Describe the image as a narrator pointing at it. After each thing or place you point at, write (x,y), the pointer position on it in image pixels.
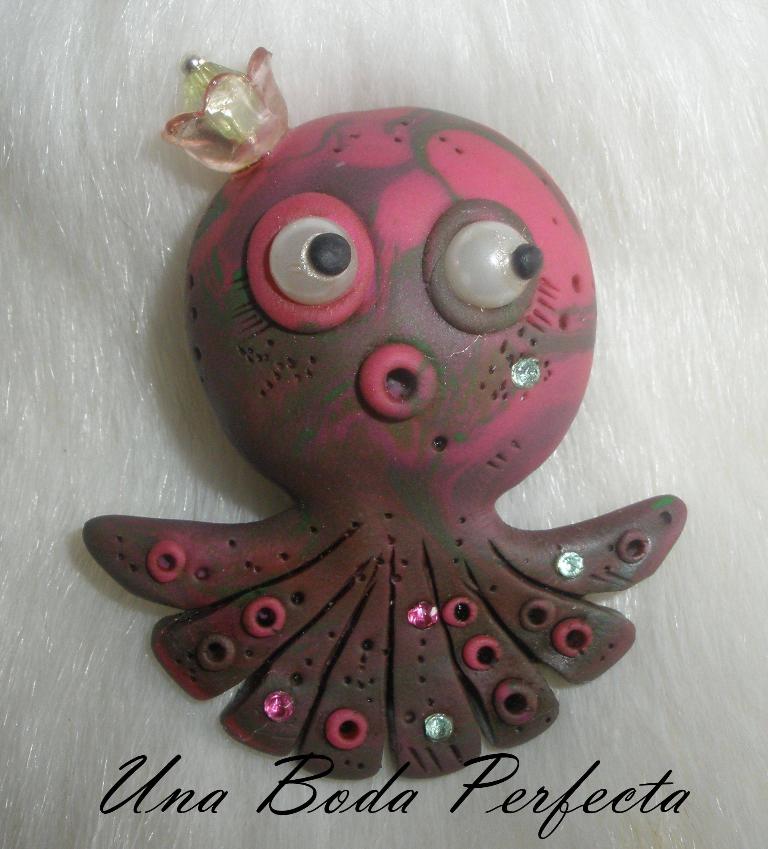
In this image I can see a toy (496,367) which is in pink and brown color and I can see white color background (627,54).
